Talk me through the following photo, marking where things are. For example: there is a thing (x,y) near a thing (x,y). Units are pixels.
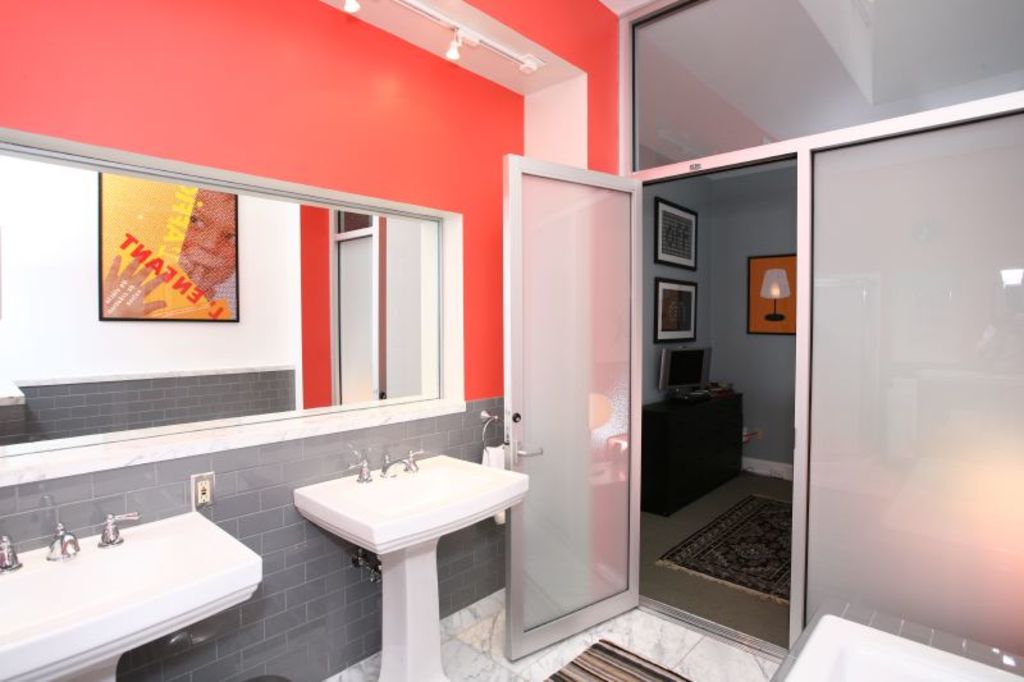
In this picture we can see the wash basin (375,481), taps (387,464), reflection (170,183) of a board (118,193) and the wall (94,216). We can see the frames (679,223), door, objects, screen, table (663,419), towel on a hanger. We can see the door mat (647,667) and a carpet (757,533) on the floor (660,626).
